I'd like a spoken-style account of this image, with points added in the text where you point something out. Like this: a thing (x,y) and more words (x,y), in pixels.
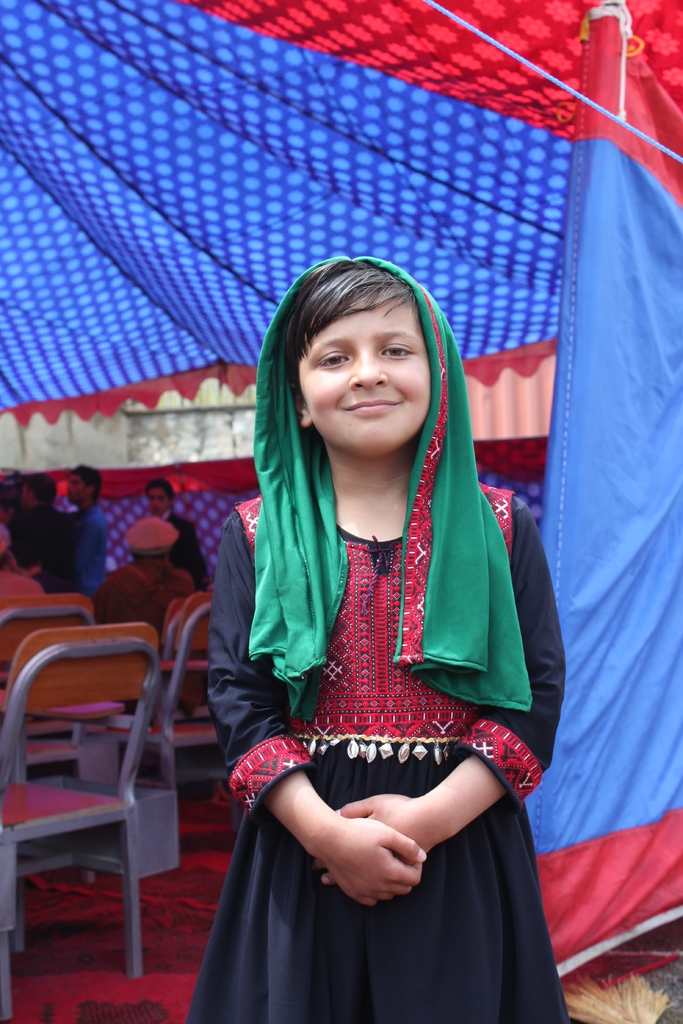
In this image there is a girl (321,762) with black dress (433,915) standing and smiling. There are group of people (131,529) sitting and standing under the tent (152,250) and at the bottom (123,901) there is a red carpet (193,950).
